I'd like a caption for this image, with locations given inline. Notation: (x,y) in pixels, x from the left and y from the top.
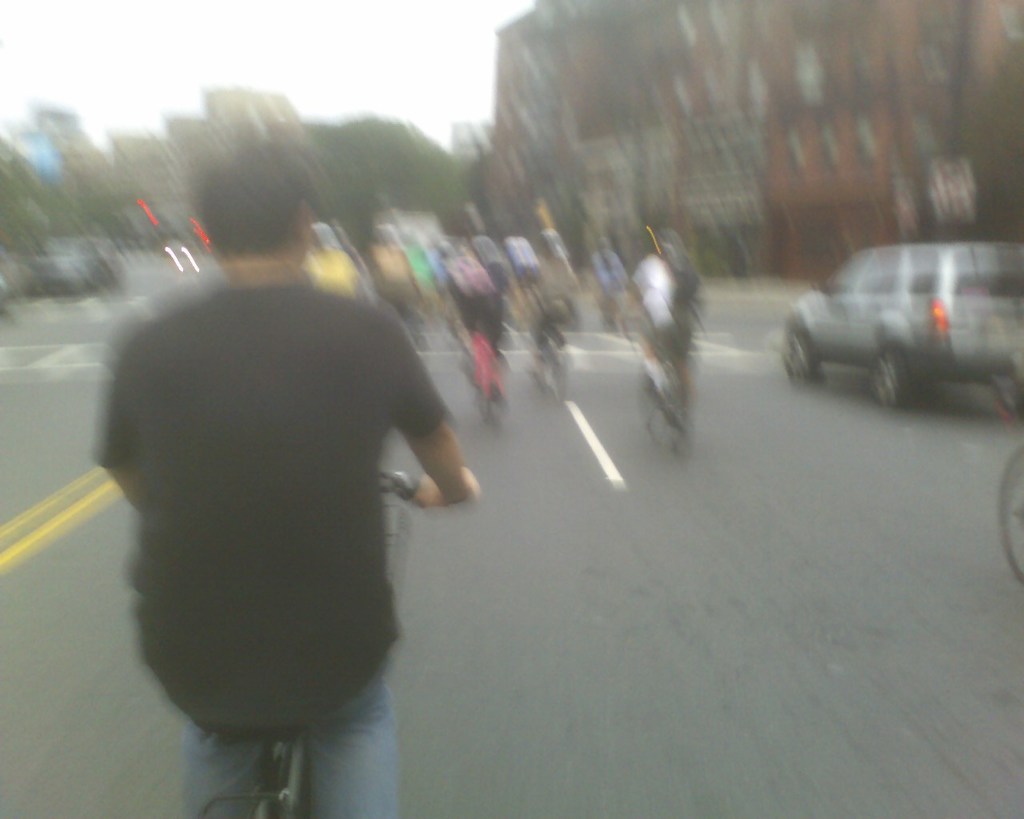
In this image we can see a road (630,570). On the road (442,372) there are many people (469,265) riding cycles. Also there are few vehicles (847,305). In the back (744,135) there is a building (679,103). And the image is looking blur.
